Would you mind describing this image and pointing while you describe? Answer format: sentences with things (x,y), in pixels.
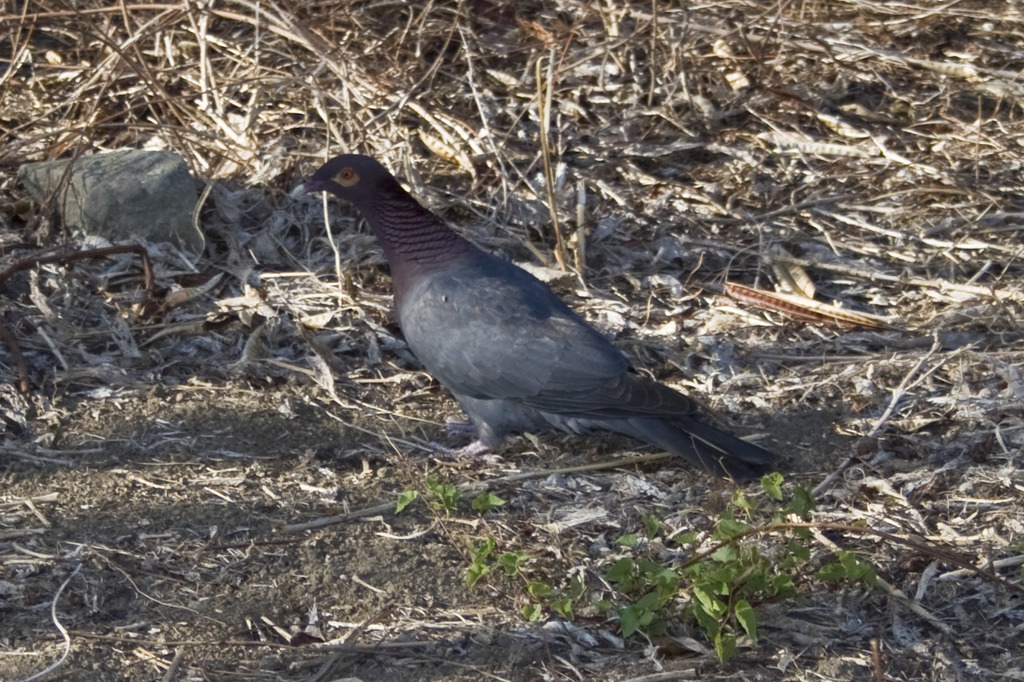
In this picture there is a bird (589,380) in the center of the image (589,393) and there are dry leaves (685,277) and a stone (124,192) on the ground (11,208).
